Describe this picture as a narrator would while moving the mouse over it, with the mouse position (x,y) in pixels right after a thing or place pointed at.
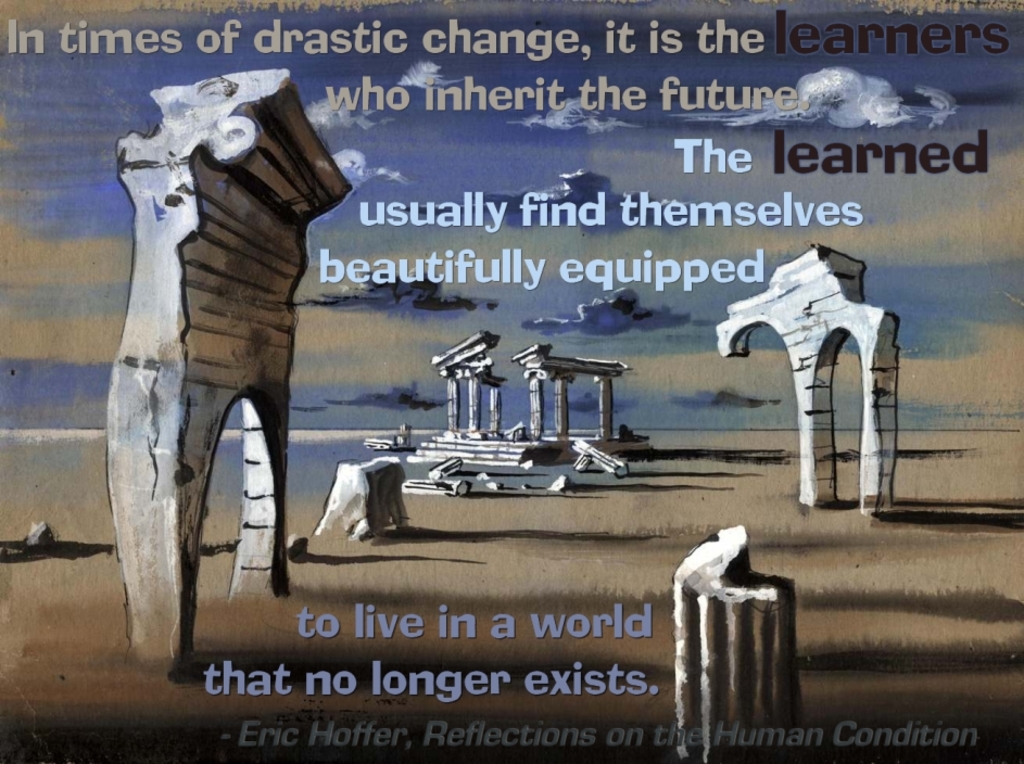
This image consists of a poster (312,303) with a few images (380,449) and there is a text (81,39) on it.
